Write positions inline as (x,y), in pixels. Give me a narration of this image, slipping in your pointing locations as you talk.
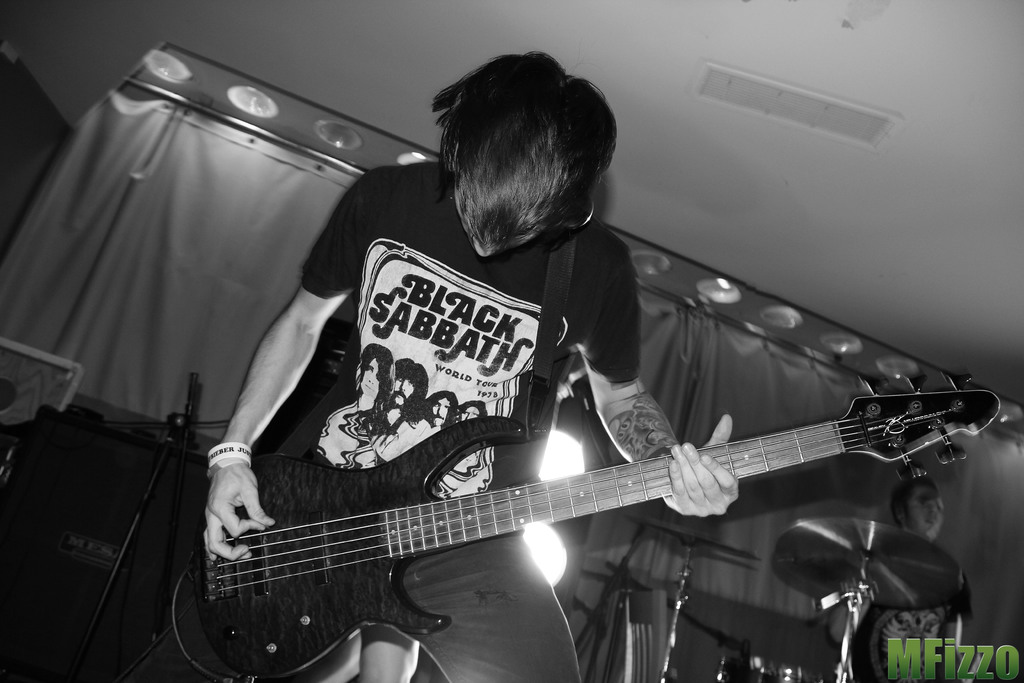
A man (472,190) is standing and playing the guitar (427,450) with his hands (700,463).
